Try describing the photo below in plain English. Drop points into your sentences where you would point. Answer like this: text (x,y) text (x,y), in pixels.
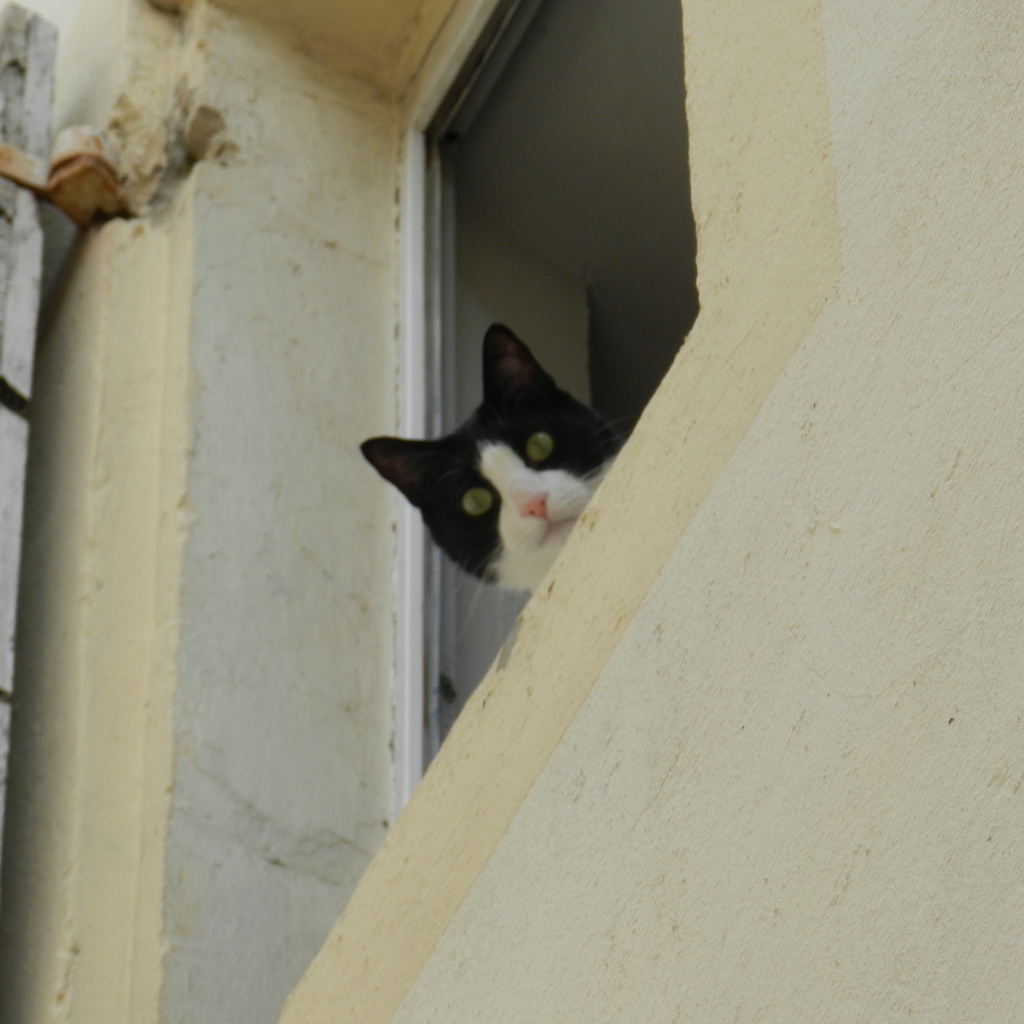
In the picture I can see a cat (501,539) and some other objects (578,648). The cat (497,533) is black and white in color.
